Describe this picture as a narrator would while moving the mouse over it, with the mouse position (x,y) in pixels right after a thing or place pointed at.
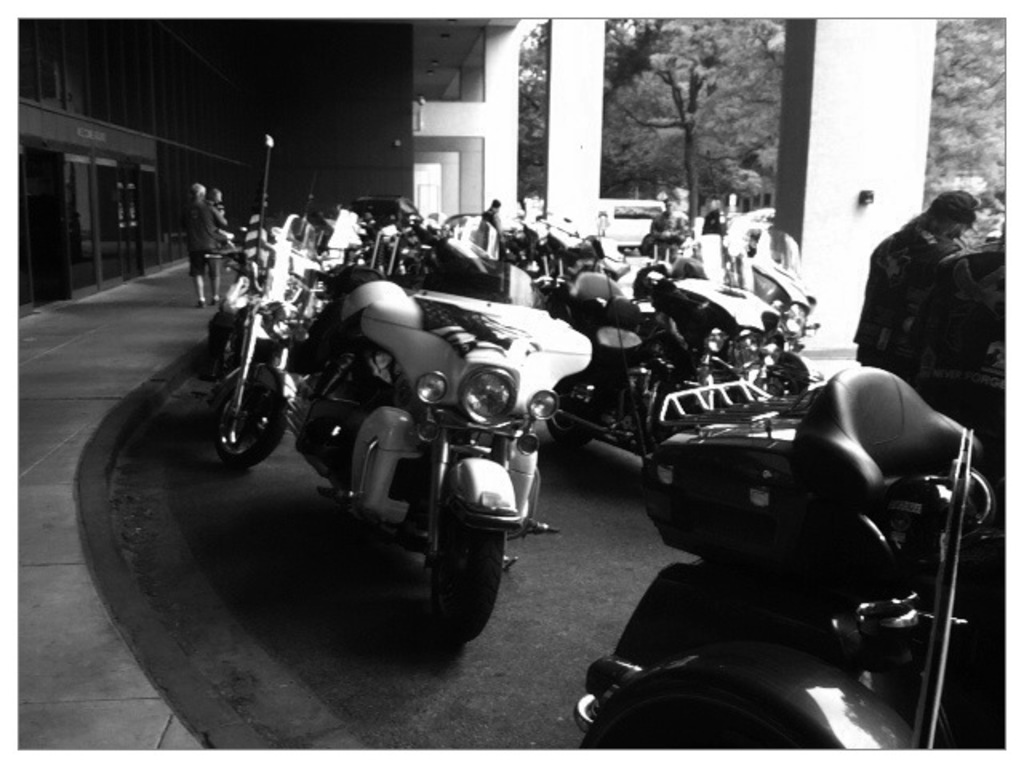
In the picture we can see a number of bikes (877,398) are parked on the path (200,560) and on the right hand side (788,193) we can see some pillars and to the left hand side (32,227) we can see a building wall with a door (51,233) and in the background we can see some trees (616,194), and some people (921,315) standing and talking.
